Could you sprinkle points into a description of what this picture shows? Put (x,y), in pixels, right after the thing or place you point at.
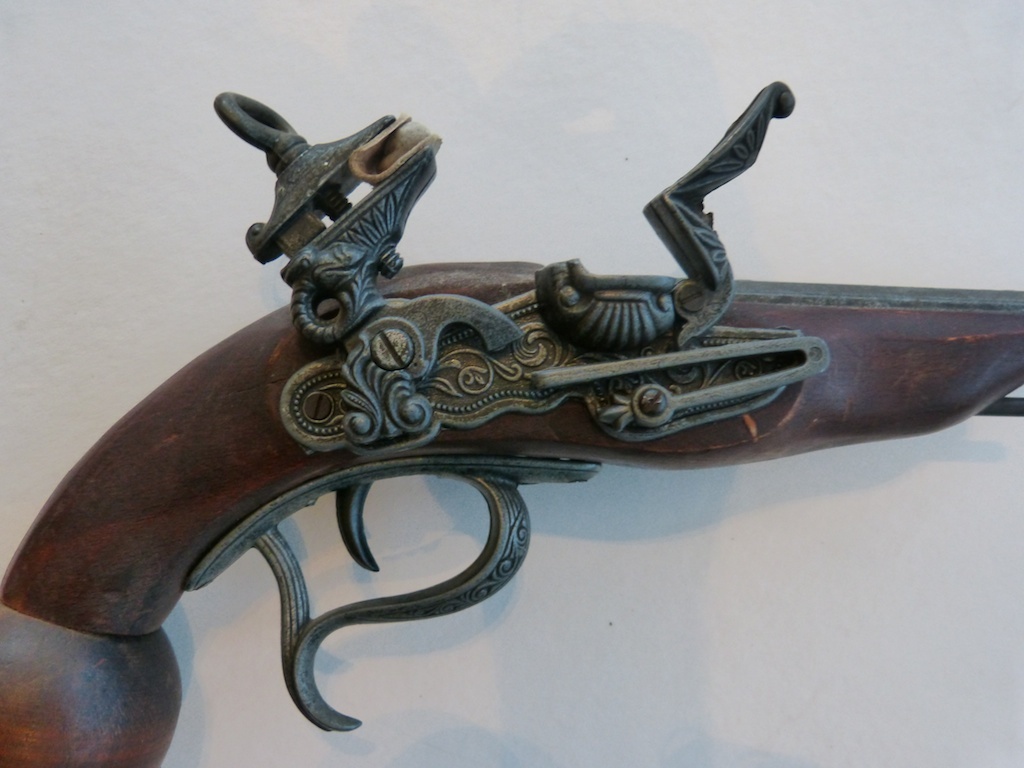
In the center of the picture (487,417) there is a pistol (598,390), on the pistol (425,380) there is a iron sculpture (445,306). The picture has white background (79,108).
